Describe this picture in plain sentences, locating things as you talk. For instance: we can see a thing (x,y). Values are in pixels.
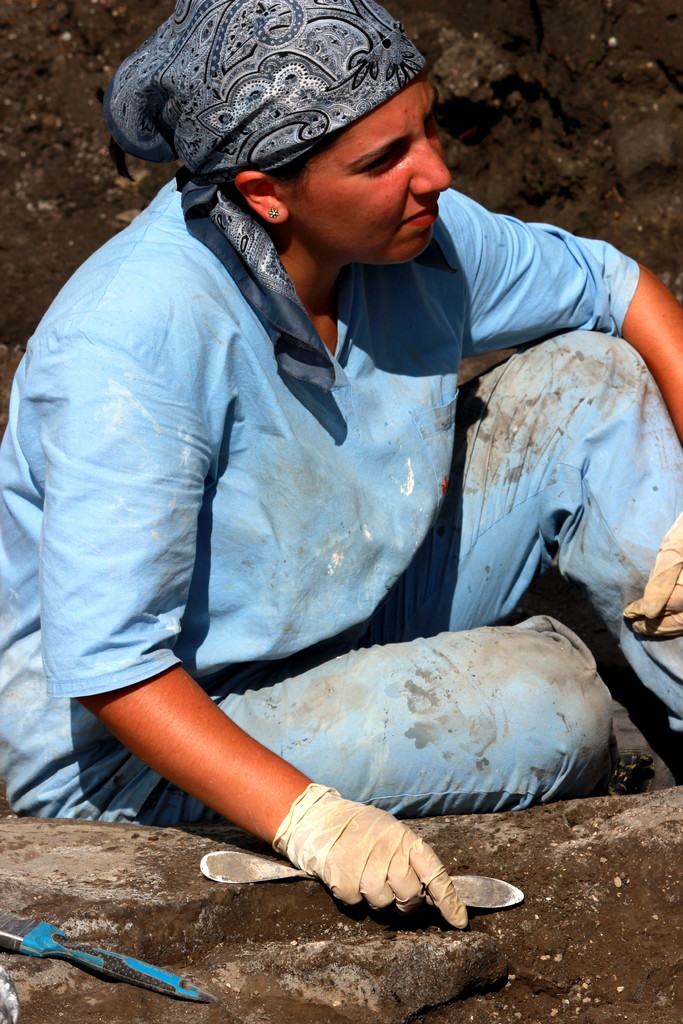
In this image we can see a person (673,339) wearing blue color dress (134,386) and sitting on the ground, she is holding an object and we can also see an object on the ground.
